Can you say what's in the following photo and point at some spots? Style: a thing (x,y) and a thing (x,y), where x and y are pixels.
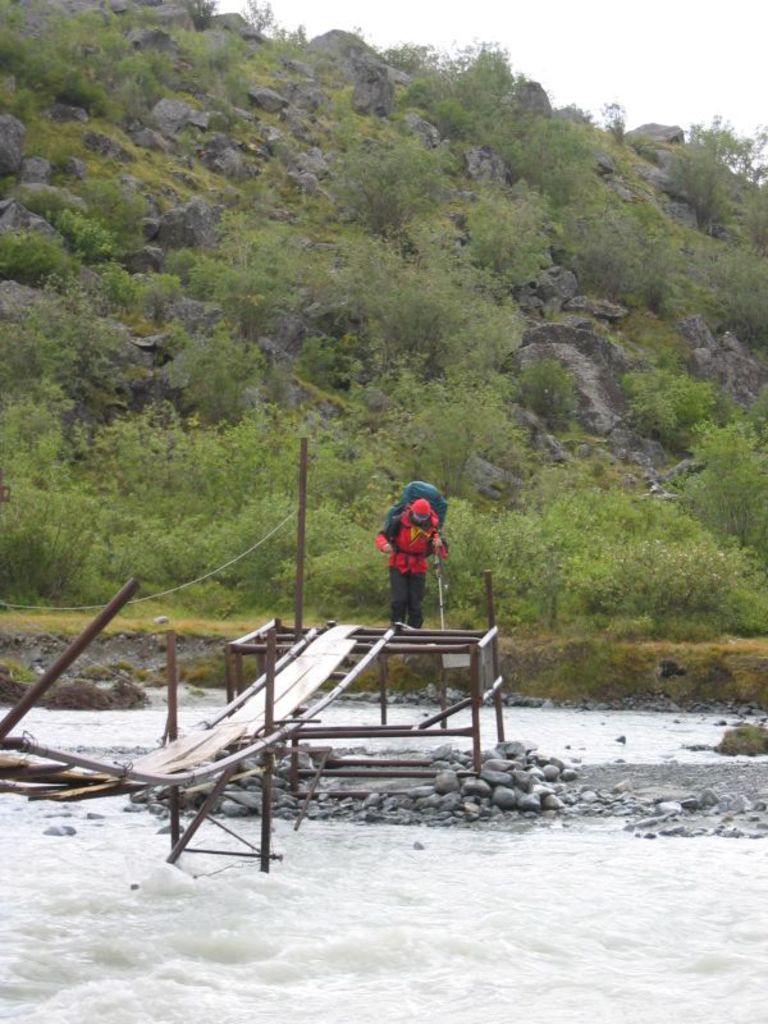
In this image there is the sky (651,61), there are rocks (195,214), there are trees (500,454), there is a river (208,858), there is a bridge (245,743), there is a person (407,570) standing on the surface (429,648), there is a person (415,582) holding an object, there are stones (451,761), there are plants (429,611).
